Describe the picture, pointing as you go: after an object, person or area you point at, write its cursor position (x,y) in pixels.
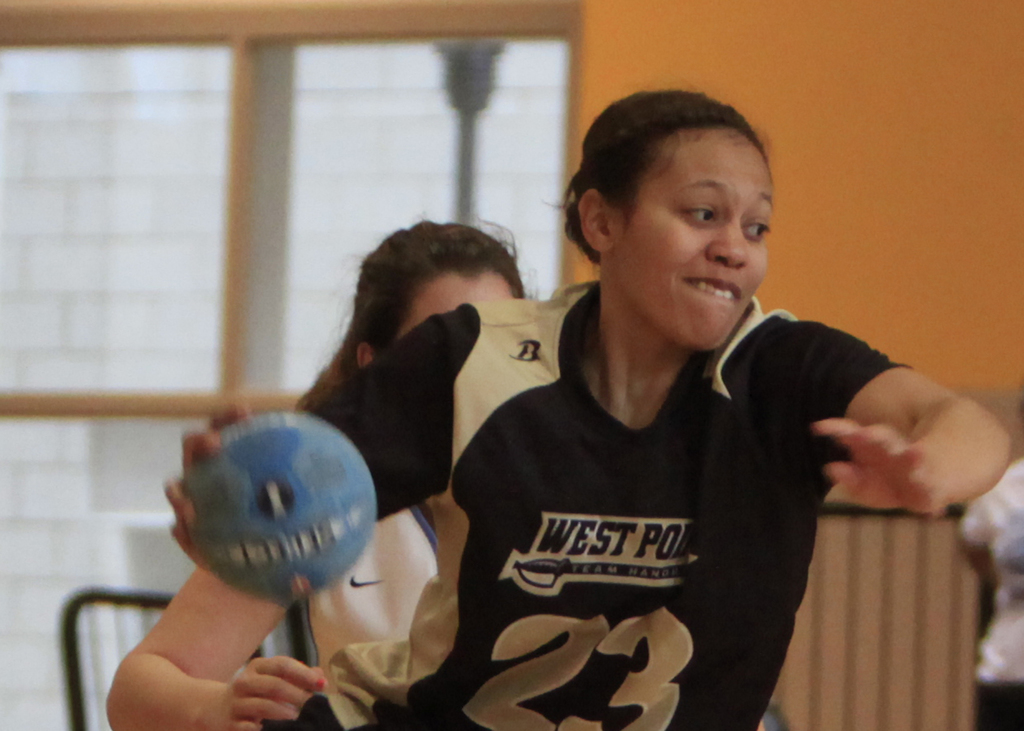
This woman (569,301) is holding a ball (272,579). Back Side we can see people (322,591), window (309,352), grill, pole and wall (935,347).
